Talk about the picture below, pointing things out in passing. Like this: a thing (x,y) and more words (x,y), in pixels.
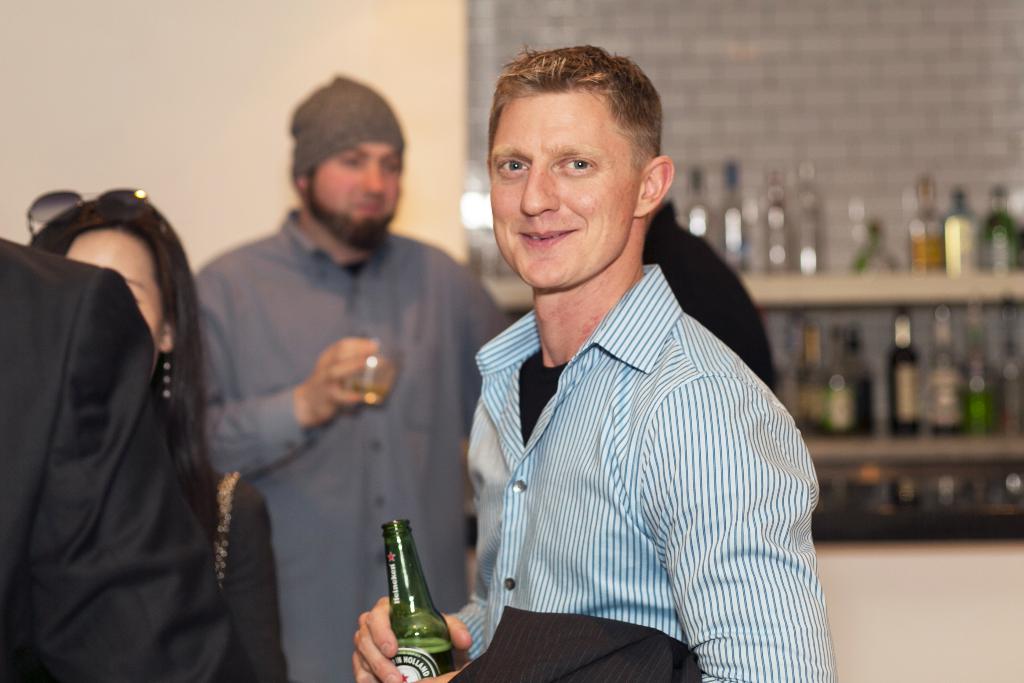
In this image we can see some people (280,280) are standing near to the wall (23,190), so many bottles (773,241) in the shelf (1008,379) and some people (785,500) are holding some objects (409,632).
